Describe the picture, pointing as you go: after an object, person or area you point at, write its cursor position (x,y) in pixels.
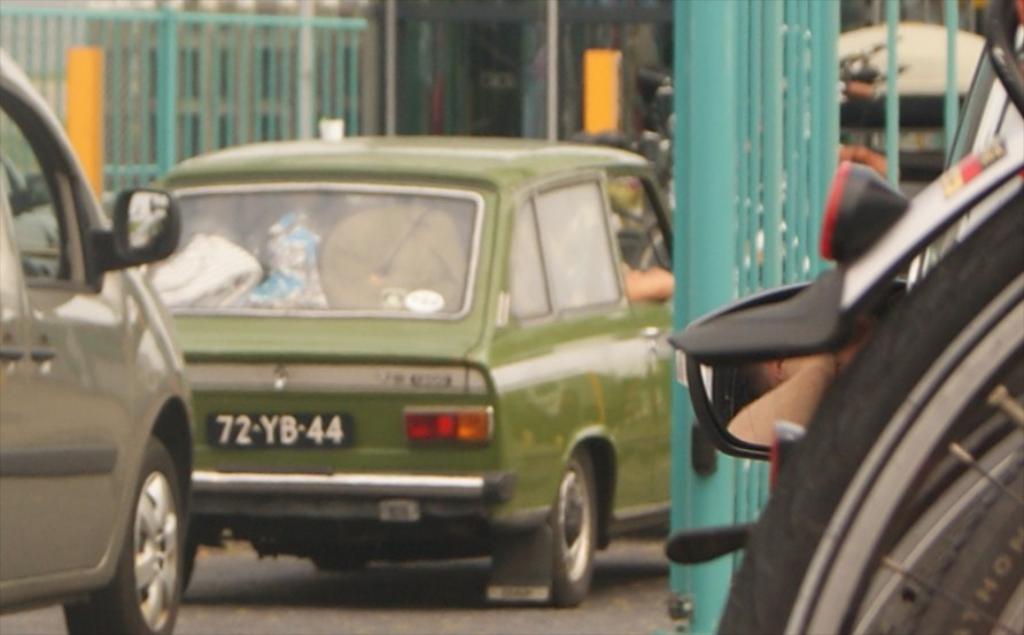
In this image there are cars (387,276), there is a car (73,337) truncated towards the left of the image (84,417), there is road (308,593), there is a mirror (749,415), there is a vehicle (952,285) truncated towards the right of the image (976,474), there is a fencing (769,103), there are objects (551,56) truncated towards the top of the image (511,43).
